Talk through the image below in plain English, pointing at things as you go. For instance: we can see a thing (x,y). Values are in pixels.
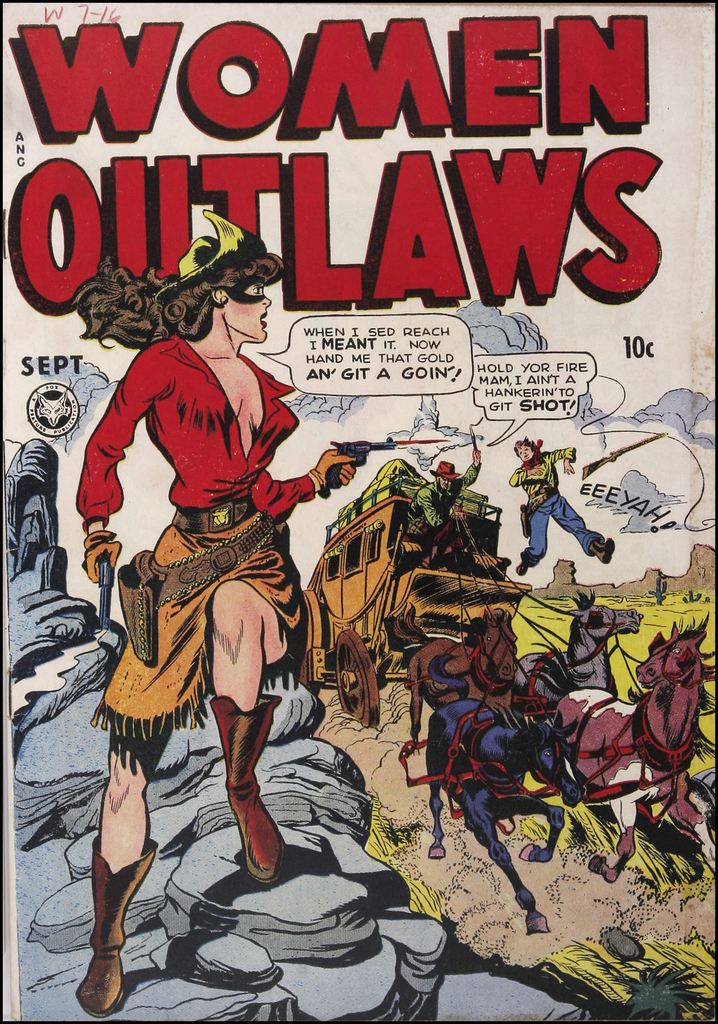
This is a poster (119,558) in this image there are some persons (241,591) and some vehicles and horses (497,651), and also there is some text (561,228).
